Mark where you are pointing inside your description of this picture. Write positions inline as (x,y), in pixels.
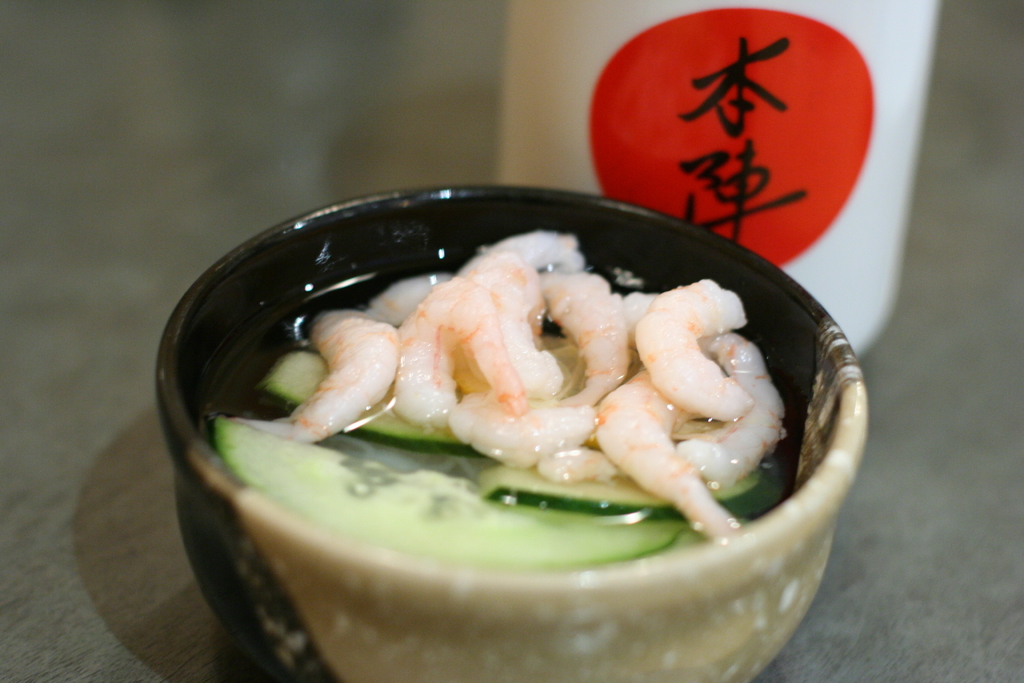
In this picture we can see food (577,414) in the bowl (464,469), behind to the bowl (759,258) we can find an object (751,144).
